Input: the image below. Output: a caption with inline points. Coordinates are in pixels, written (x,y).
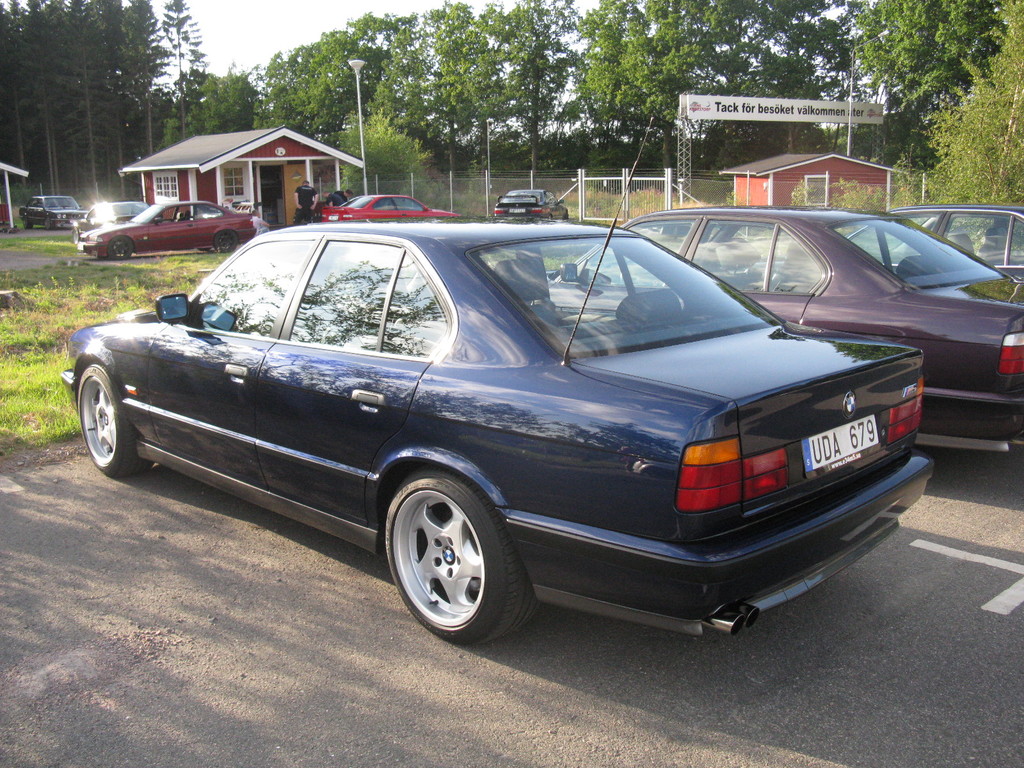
This picture is clicked outside the city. In this picture, we see cars (587,297) parked on the road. Beside that, we see grass (50,358). Behind the cars (195,202), we see buildings (270,191) with brown color roof (218,165) and a fence (543,171). We even see a pole (363,142) and a board (764,99) in white color with some text (742,101) written on it. There are trees (252,93) in the background (268,94).
